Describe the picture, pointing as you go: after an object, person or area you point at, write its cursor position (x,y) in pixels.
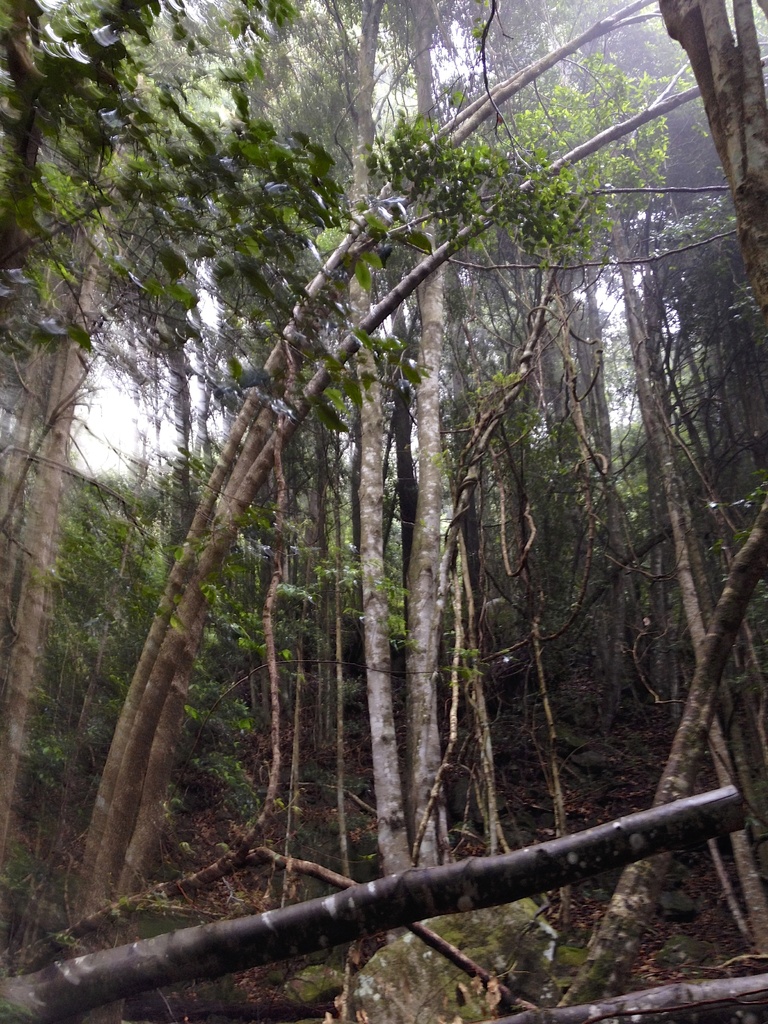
In this image we can see few trees (367,531) and the sky (99,413) in the background (231,435).
